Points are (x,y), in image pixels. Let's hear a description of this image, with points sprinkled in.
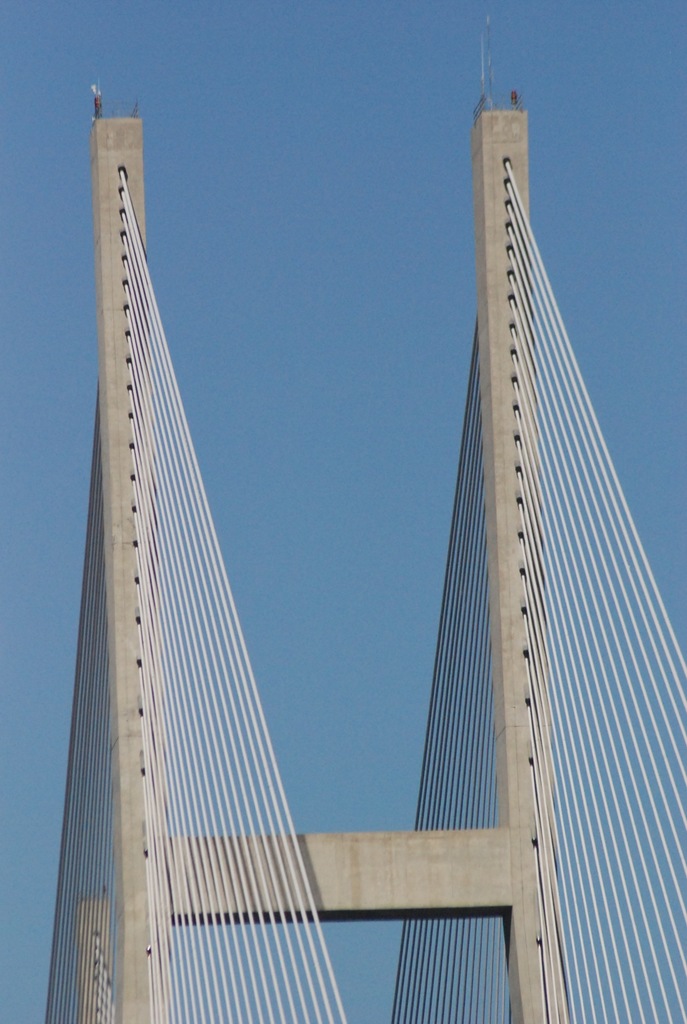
In this image, we can see a cable stayed bridge (162,725) and we can see the sky (305,596).
